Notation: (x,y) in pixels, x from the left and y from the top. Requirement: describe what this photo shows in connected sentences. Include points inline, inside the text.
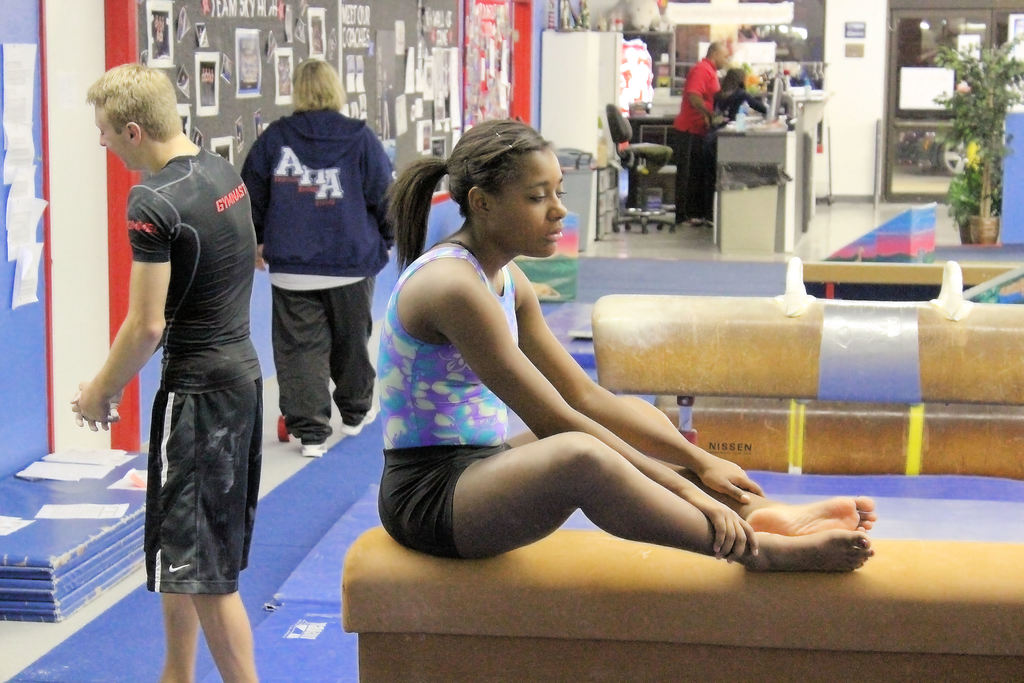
In the picture we can see a exercise hall (962,514) with a girl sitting on some exercise instrument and behind her we can see man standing and doing some exercises and one man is walking beside him and far away we can see a man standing near the desk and behind him we can see a chair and to the wall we can see some posters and near the desk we can see a door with glass (951,145) and beside it we can see a plant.
